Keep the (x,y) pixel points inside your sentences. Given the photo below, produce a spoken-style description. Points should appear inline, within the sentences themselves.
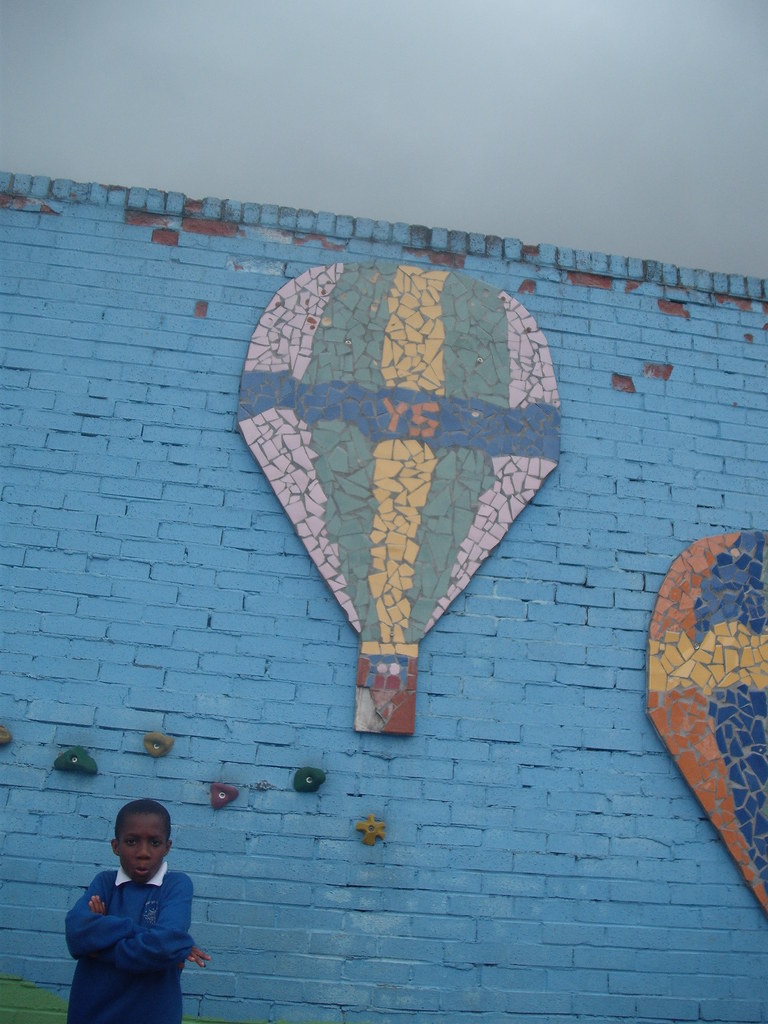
In this image I can see a person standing wearing blue color shirt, background (315,666) the wall (284,707) is in blue color and the sky (558,93) is in white color.
